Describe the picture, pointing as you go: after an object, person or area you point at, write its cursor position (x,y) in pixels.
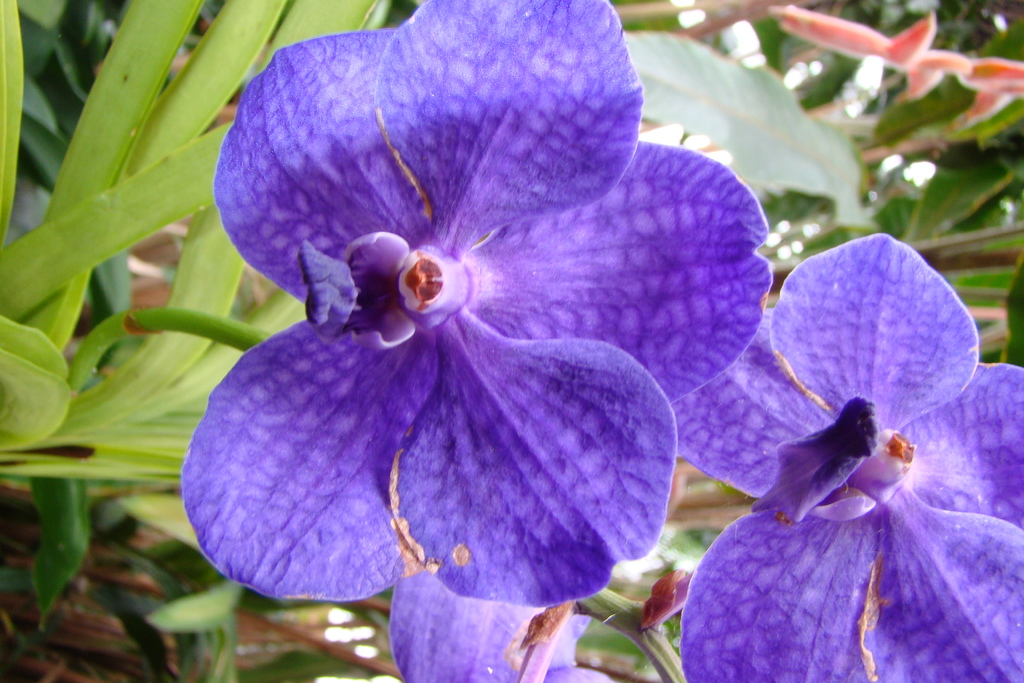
In the foreground of this picture (489,401), there are two violet flowers (817,462) to a plant (157,378) and in the background (865,139), there are plants (182,48).
